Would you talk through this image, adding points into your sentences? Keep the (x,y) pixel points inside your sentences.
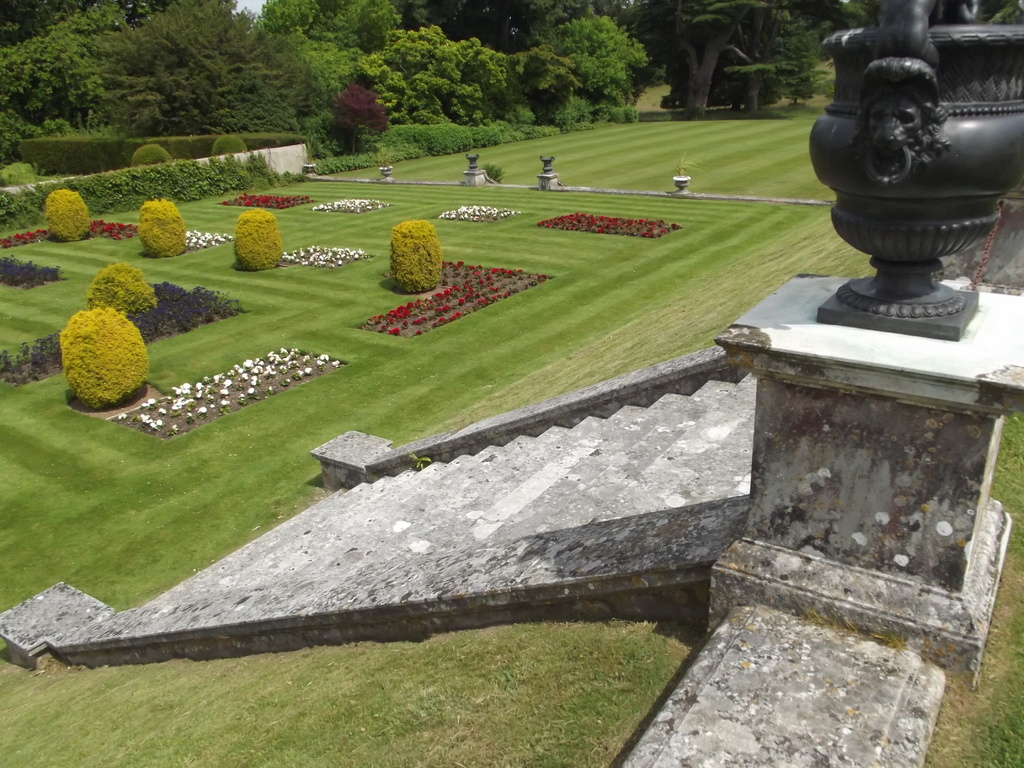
There are trees (457,69) in the back side of an image (377,80) and in the middle (432,474) it is a staircase (604,524). Right side (906,278) it is a statue (920,201).
